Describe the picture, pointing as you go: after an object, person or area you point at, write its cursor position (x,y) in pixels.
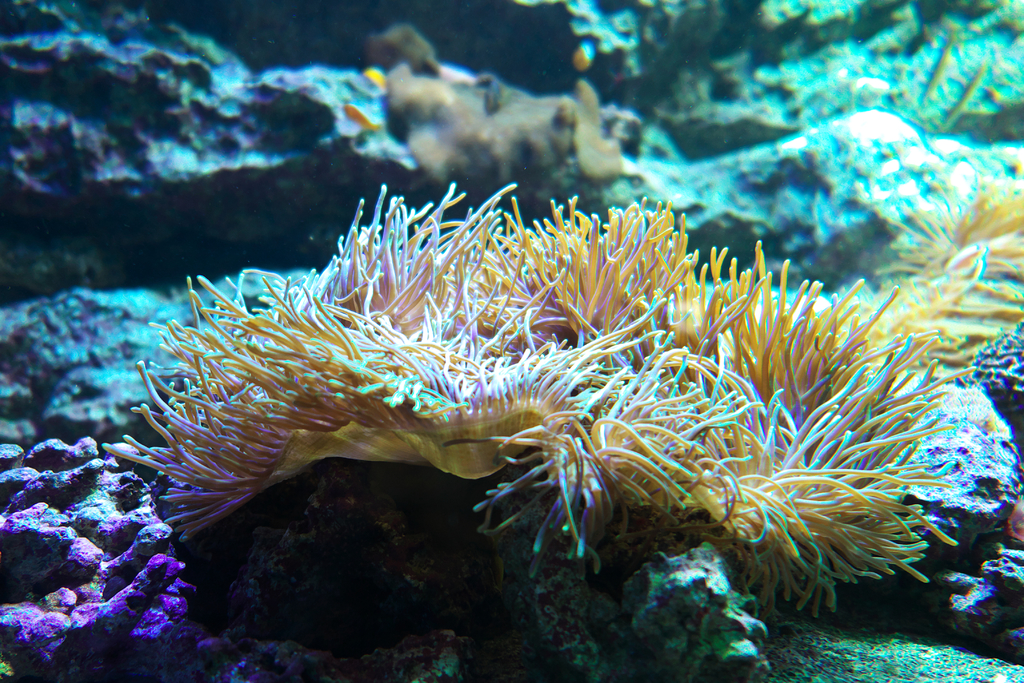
In this picture we can see there are corals (561,299) on the rocks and behind the corals (494,257) there are rocks (756,103) and other things (495,112).
